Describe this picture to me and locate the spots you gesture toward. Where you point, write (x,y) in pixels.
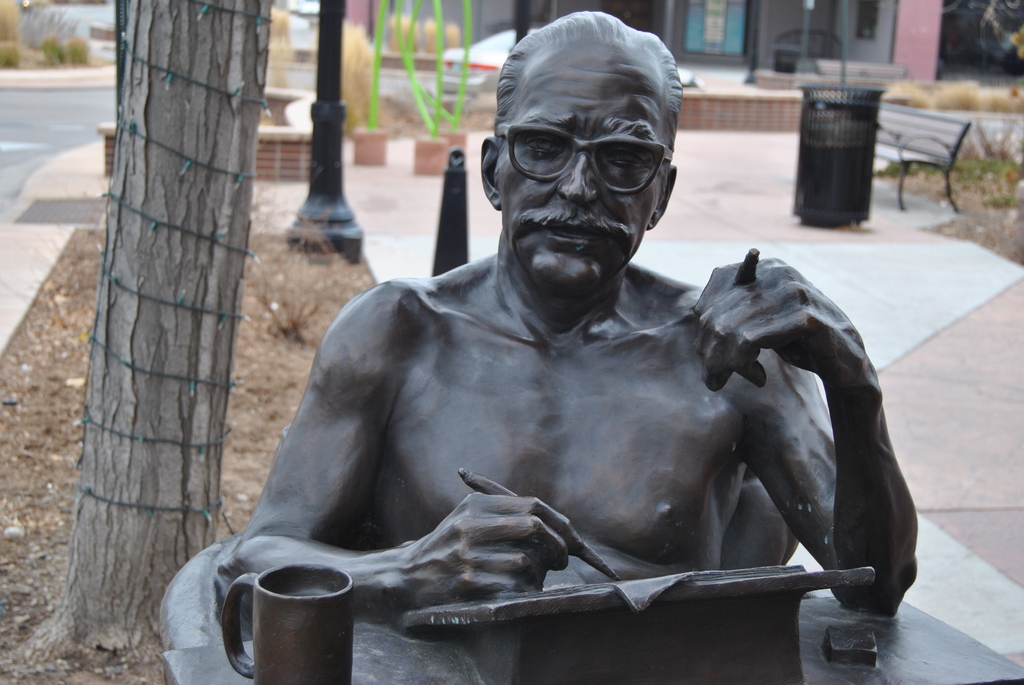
In this image there is a sculpture (431,490) and we can see trees (116,424), pole (337,72), bin (803,162), bench (906,119) and a building (675,37).
